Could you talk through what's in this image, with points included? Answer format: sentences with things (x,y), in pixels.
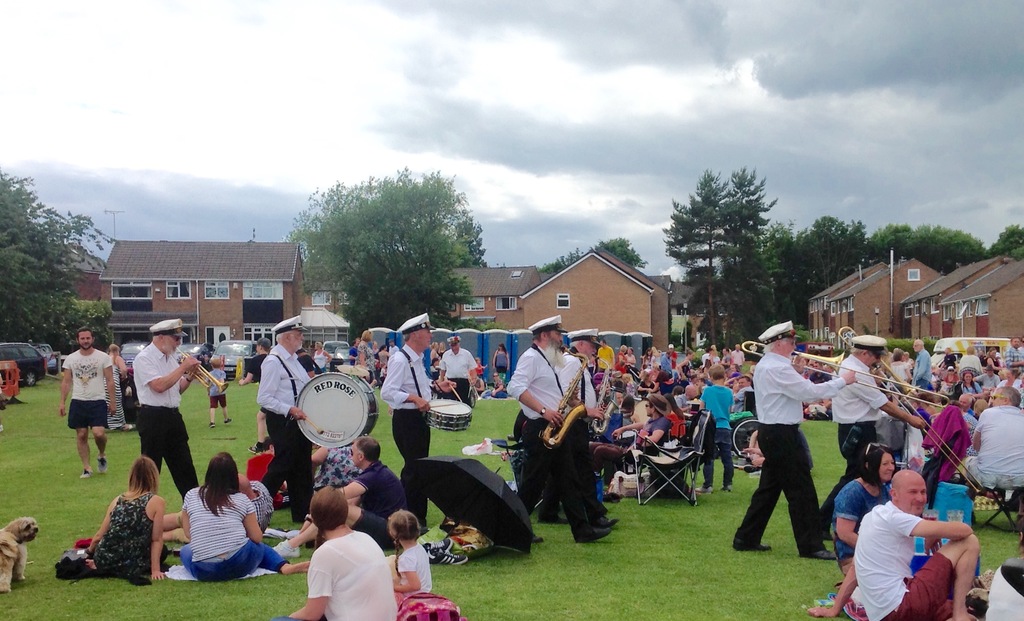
This image is taken outdoors. At the top of the image (250,136) there is the sky (604,162) with clouds (630,139). At the bottom of the image (639,596) there is a ground (574,604) with grass (163,587) on it. In the background (365,273) there are many trees (53,261) with leaves (40,243), stems (385,252) and branches (812,254). There are many houses (532,294). A few cars (217,352) are parked on the ground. In the middle of the image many people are sitting on the ground (502,586) and a few (648,436) are sitting on the chairs (677,453). Many people (596,417) are walking on the ground (248,392) and a few (426,406) are standing. A few people (872,373) are holding musical instruments (344,400) in their hands (442,389) and playing music.
